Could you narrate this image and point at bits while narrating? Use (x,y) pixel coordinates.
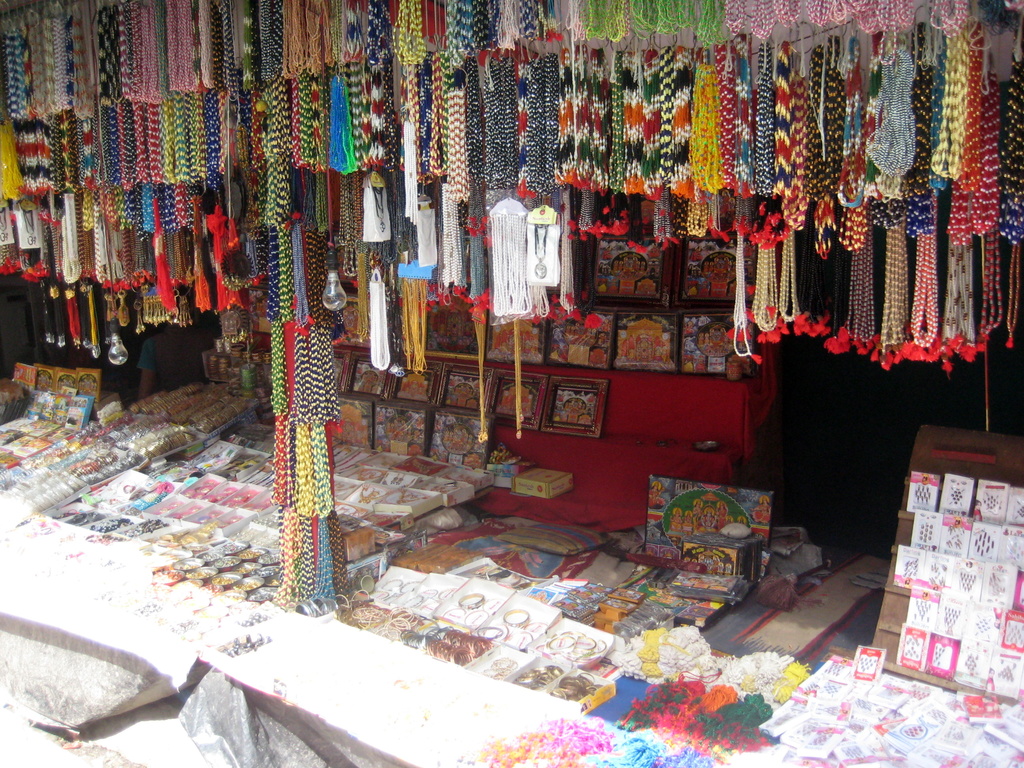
In the foreground of this picture (391,651) we can see the tables (458,727) on the top of which bangles (93,475), picture frames (691,524) and many other items (998,561) are placed and we can see the lights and the jewelry (622,114) hanging. In the background (141,339) we can see many other objects (388,367).
